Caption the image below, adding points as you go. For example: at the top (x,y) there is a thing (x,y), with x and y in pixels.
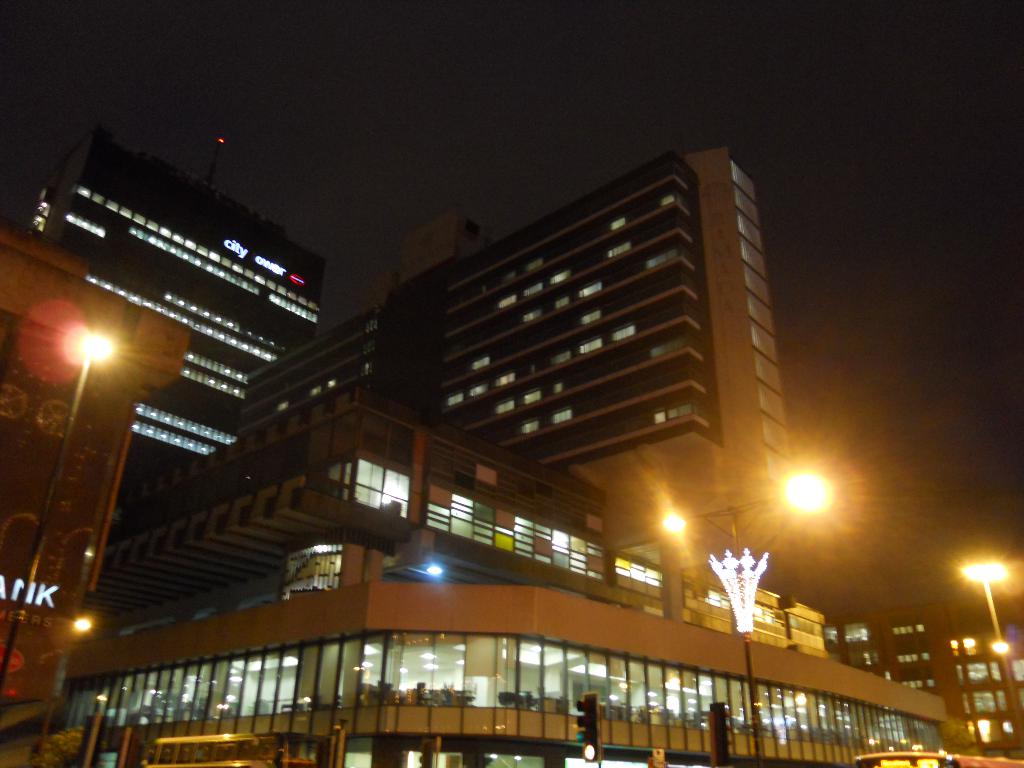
There are buildings (160,380) having glass windows (669,710), there are lights (991,568) attached to the poles (990,603) and there is sky (1001,530). And the background (856,377) is dark in color.
